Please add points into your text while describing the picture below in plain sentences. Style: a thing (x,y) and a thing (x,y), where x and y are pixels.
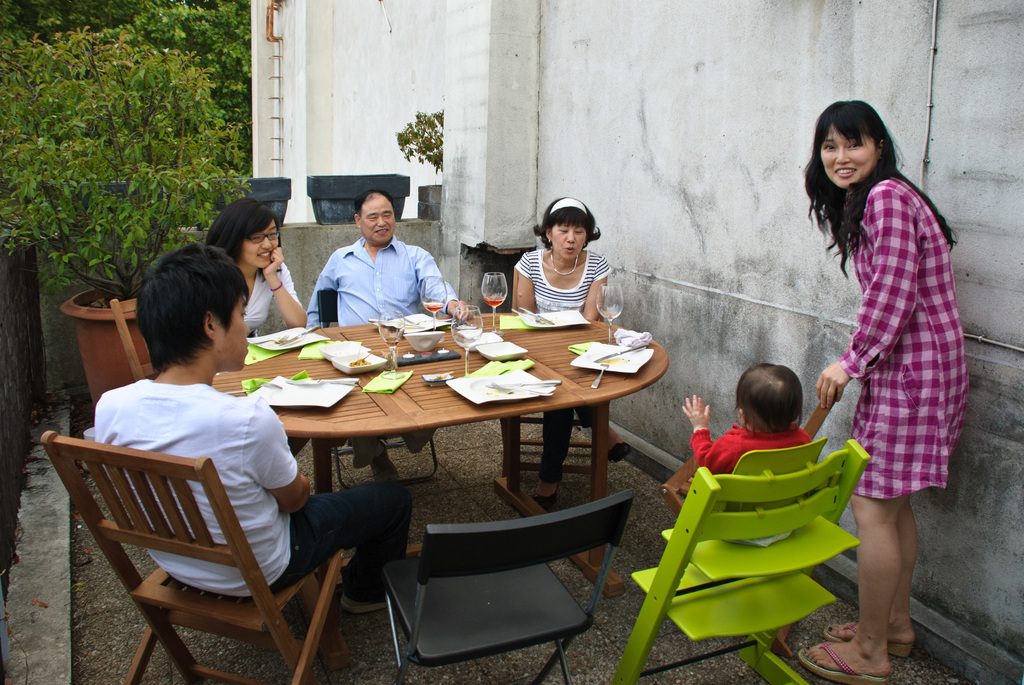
A family (266,214) is having food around a table (525,337). A woman (862,408) is standing by the side of a baby (744,436).
